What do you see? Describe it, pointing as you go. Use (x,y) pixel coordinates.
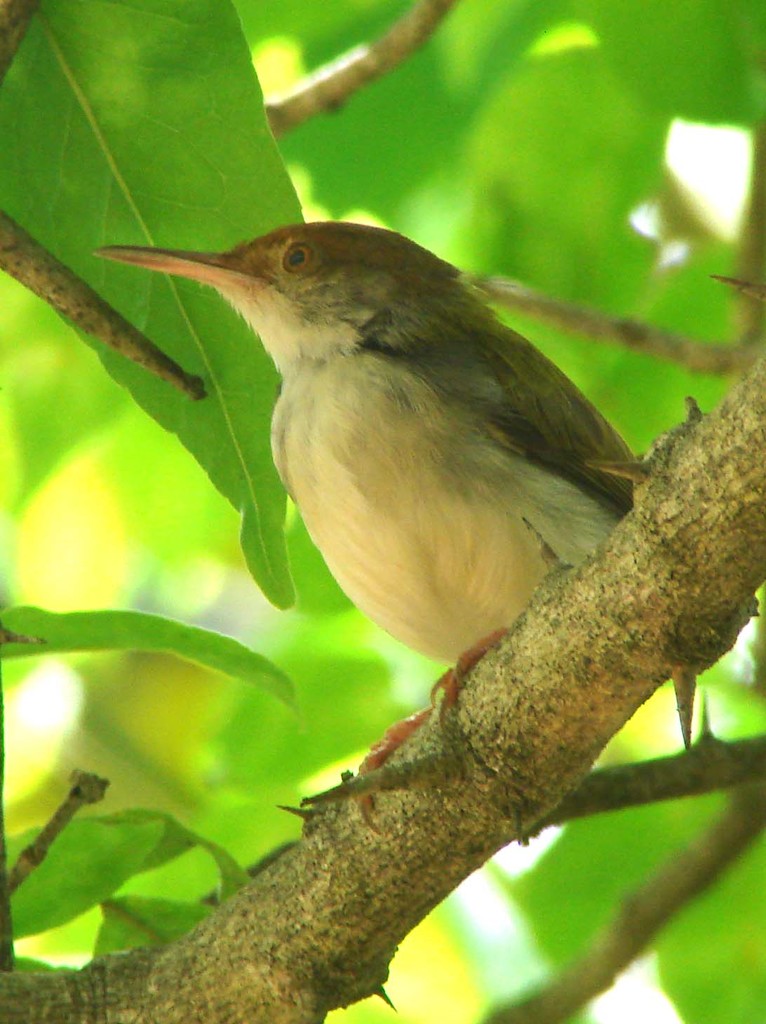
In the center of the image (389,435), we can see a bird (459,503) on the stem (469,771) and in the background (111,125), there are leaves (571,216).
